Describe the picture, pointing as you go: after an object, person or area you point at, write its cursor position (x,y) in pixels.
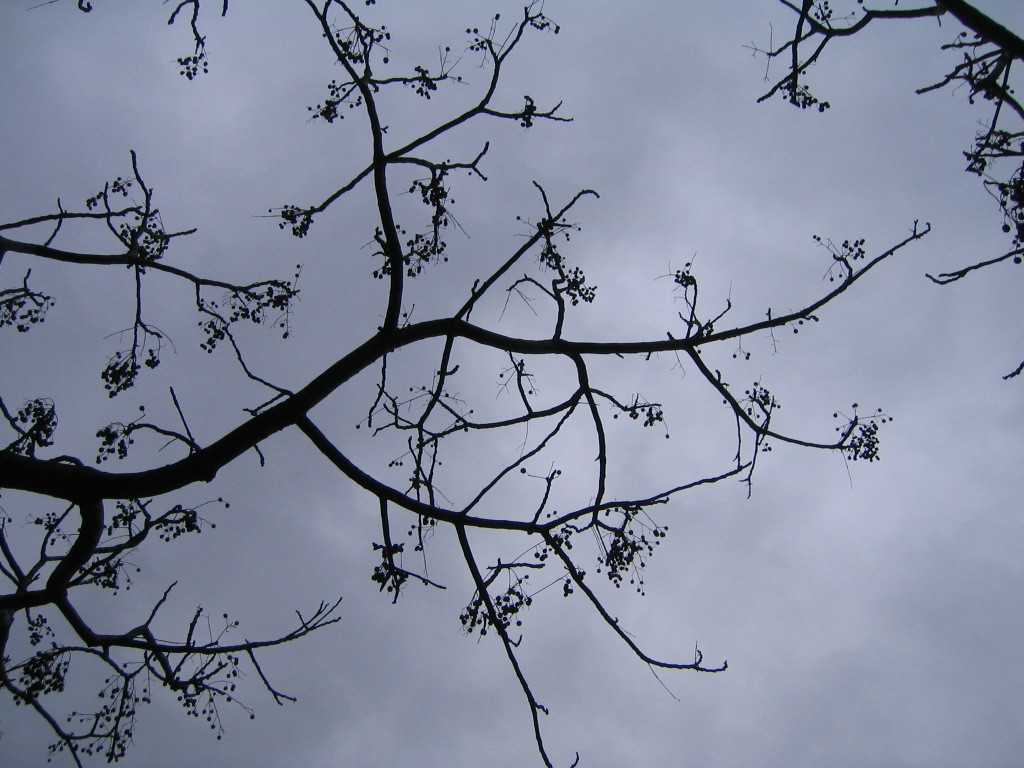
In this image there are some trees (139,428), and in the background (779,425) there is sky (458,664) and the sky (562,582) is cloudy.
